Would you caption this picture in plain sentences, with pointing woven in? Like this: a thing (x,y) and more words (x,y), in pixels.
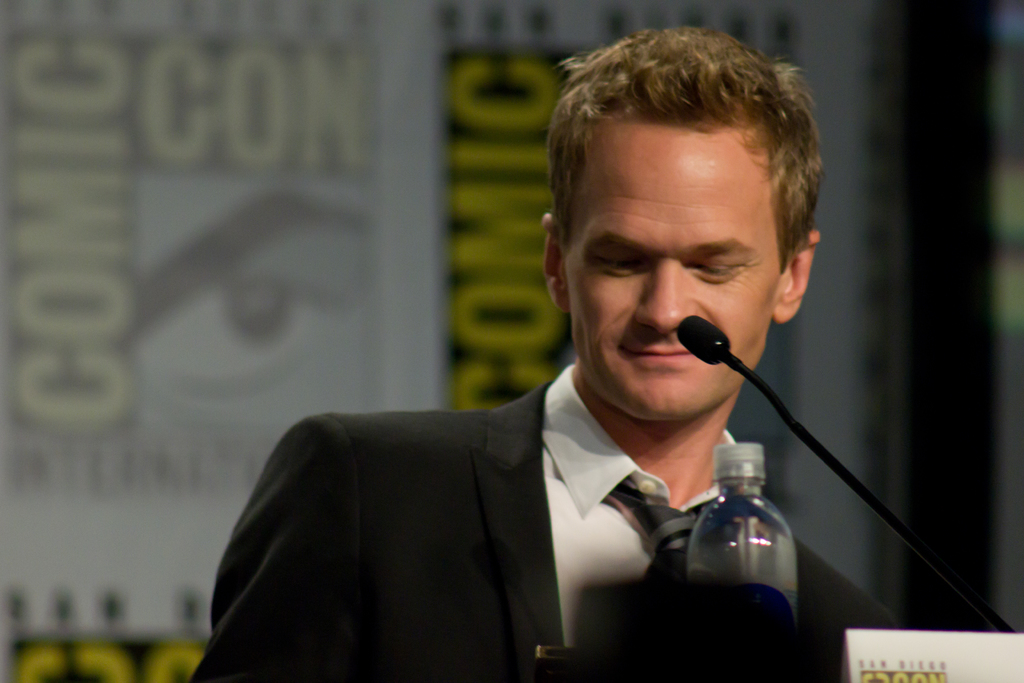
This picture shows a man (675,351) standing in front of a mic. Beside the mic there is a water bottle (735,517) placed on the table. In the background (223,267) there is a wall (241,217).
